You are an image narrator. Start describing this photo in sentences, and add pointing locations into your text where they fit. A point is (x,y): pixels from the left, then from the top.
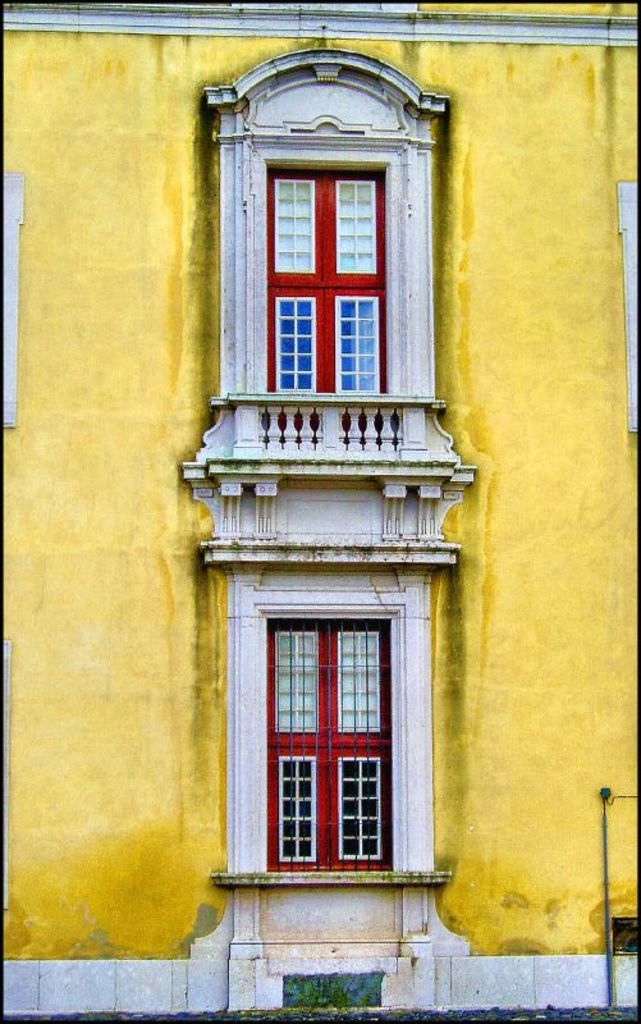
This picture shows a building wall (598,291) and couple of windows (281,378).
